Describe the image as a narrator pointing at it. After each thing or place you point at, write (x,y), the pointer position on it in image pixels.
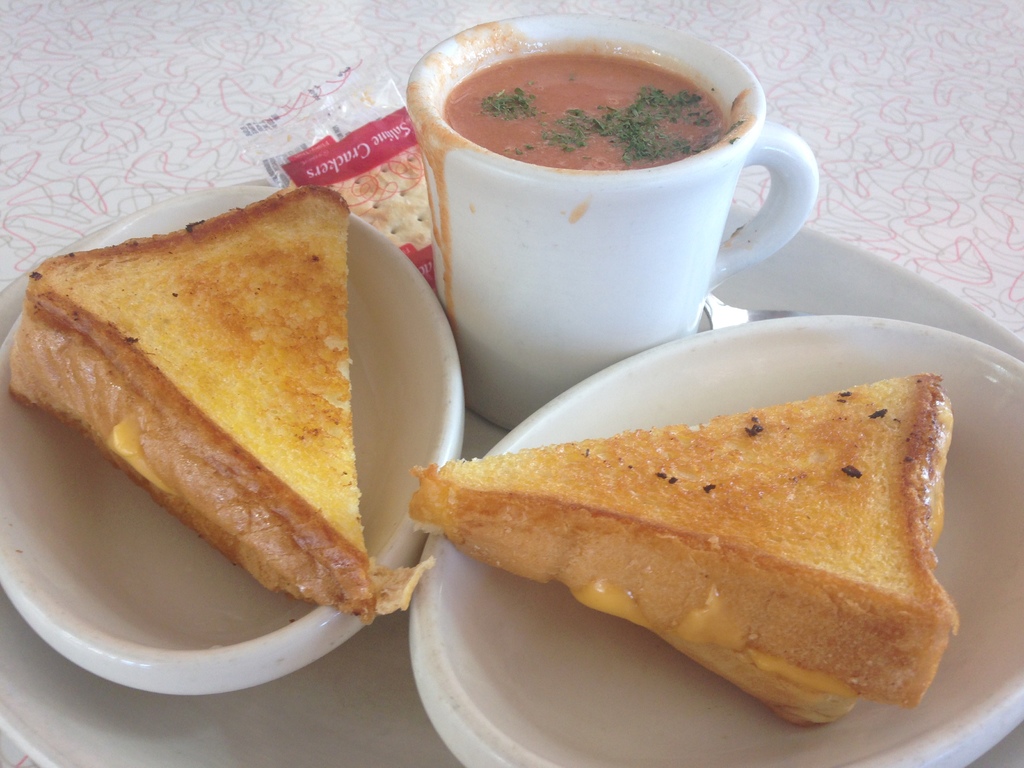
In this image, I can see two slices of sandwich (314,557), a cup of soup (574,225) and biscuits (376,202) are placed on a plate (123,718). This plate (842,276) is placed on an object (841,182).
